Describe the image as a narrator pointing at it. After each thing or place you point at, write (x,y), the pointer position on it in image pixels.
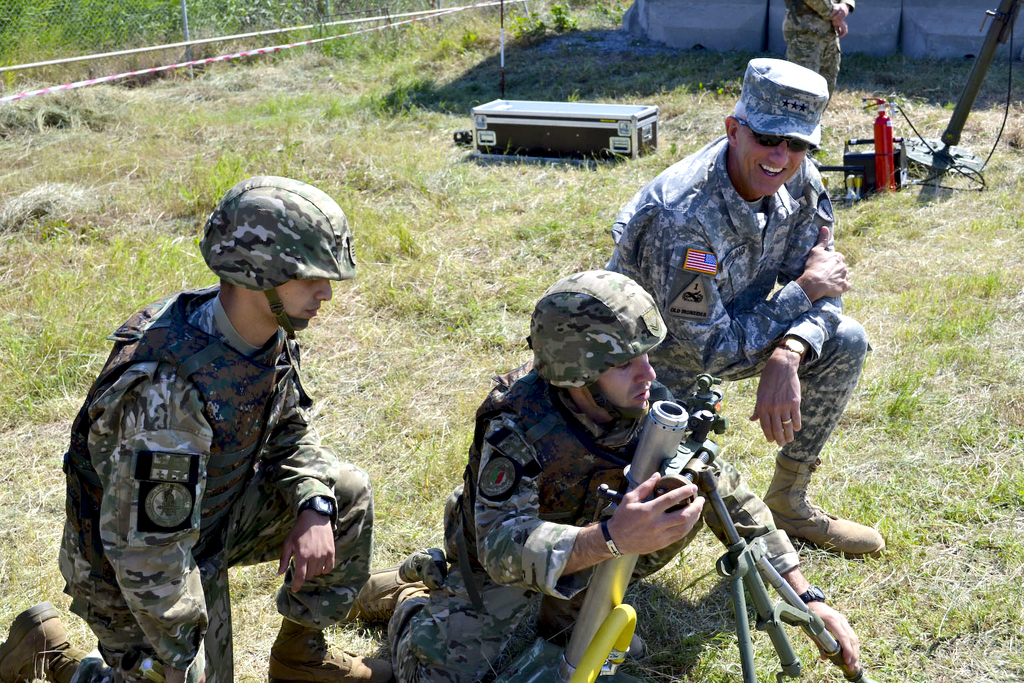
In this image at the bottom (359,555) there are three persons (594,419) who are sitting on their knees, and in the center (539,393) there is one person (600,402) who is holding some machine (706,481). At the bottom (878,458) there is grass (871,445) on the grass (686,134) there is one box (581,133) and some objects (884,137), in the background (737,42) there is a fence (149,55) and concrete blocks (685,35).
